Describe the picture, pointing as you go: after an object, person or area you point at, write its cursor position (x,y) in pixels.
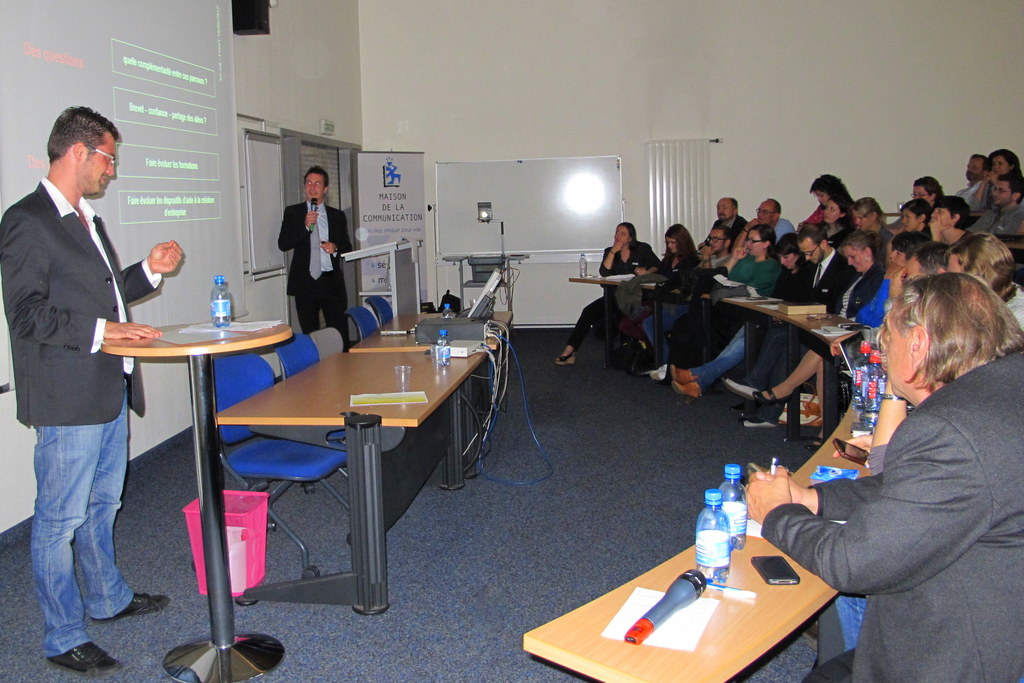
In this picture there are group of people (829,227) who are sitting on the chair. There is a man (316,253) who is wearing a black suit (308,240) is holding a mic (311,214). There is also another man (87,292) wearing a grey suit (55,317) is standing. There is a bottle (219,310) and tissue (239,330) on the table (218,544). There is a pink dustbin (252,529). There is a glass (406,369) on the table (428,394). There is a whiteboard (519,166) on the wall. There is a mobile phone (784,573) on the table (792,596).
